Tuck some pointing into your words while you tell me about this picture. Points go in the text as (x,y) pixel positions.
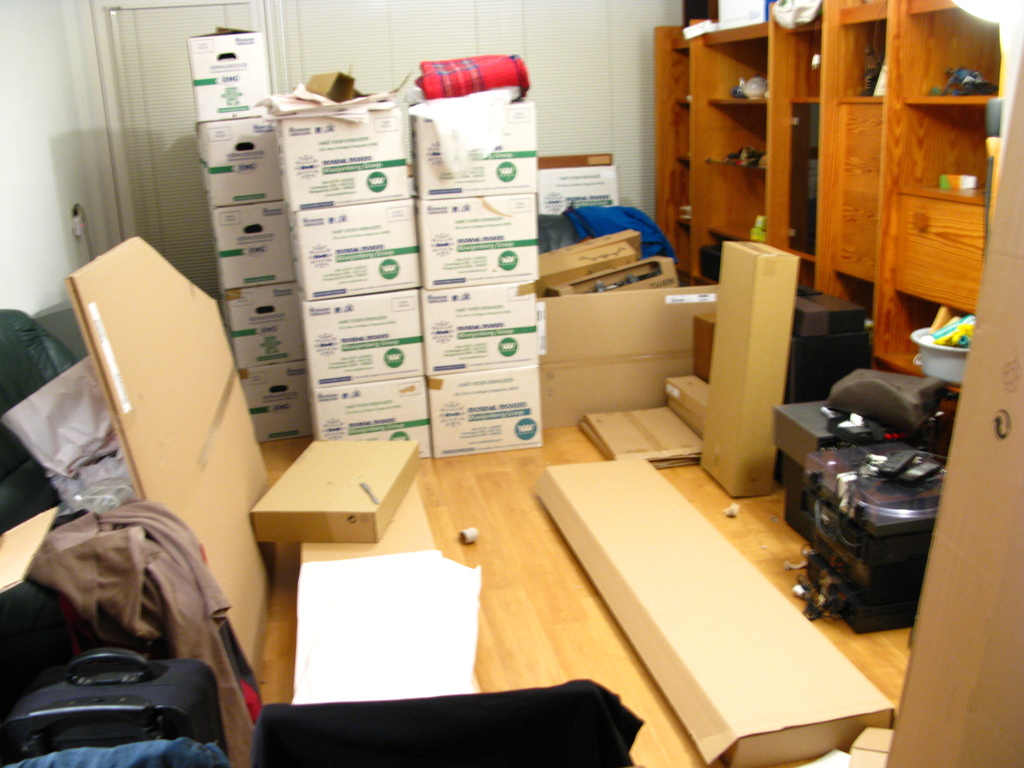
In this image we can see group of cardboard boxes (628,321) placed on the floor (509,648). In the left side of the image (246,707) we can see some bags (120,672) and clothes (135,562). On the right side of the image (858,552) we can see some devices (883,517) placed in containers (881,544), some objects (970,89) placed on racks (850,168). In the background (630,47), we can see the wall (57,101) and the door (152,20).
